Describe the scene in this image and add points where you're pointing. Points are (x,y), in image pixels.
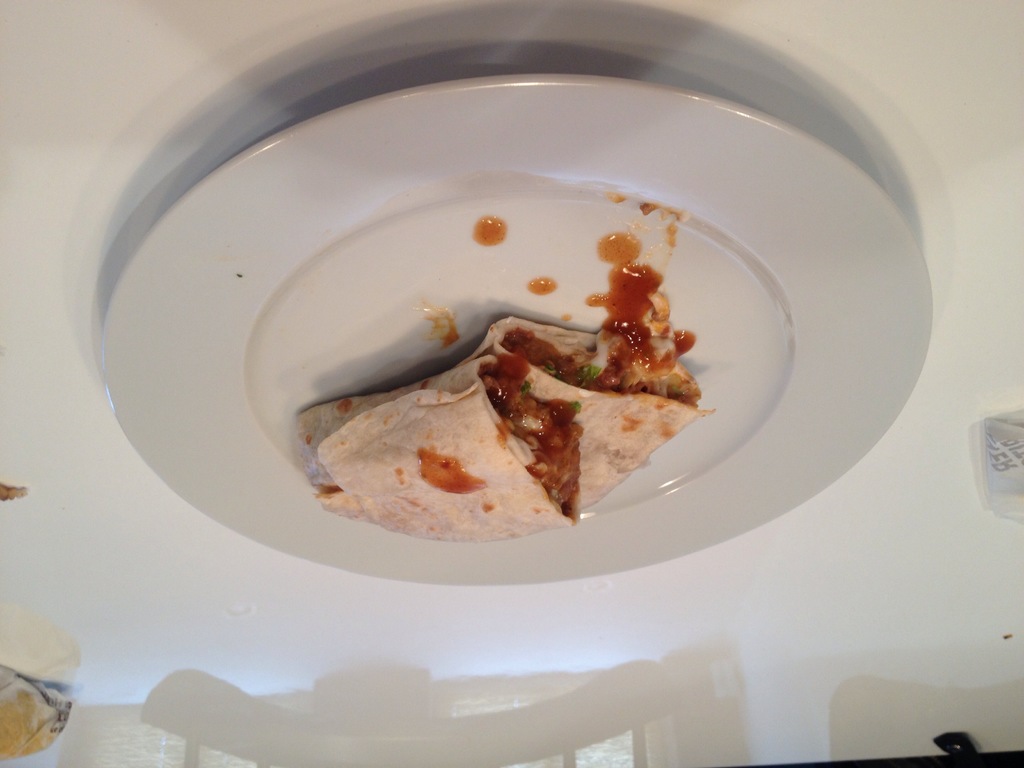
In this picture we can see a table (873,491), there is a plate (811,328) on the table (896,508), we can see some food (629,427) present in the plate (724,293).
